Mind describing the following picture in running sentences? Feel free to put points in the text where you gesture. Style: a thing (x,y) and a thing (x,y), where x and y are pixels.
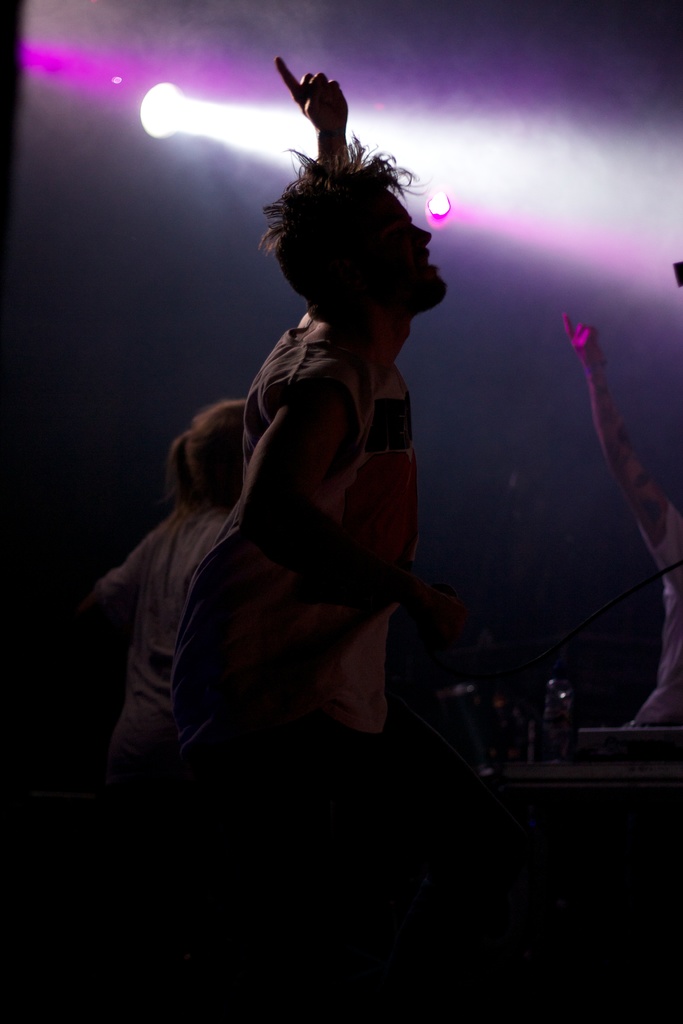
In this image, we can see a person (326,577) holding a microphone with wire (486,677) and dancing. In the background (627,552), there are few objects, people (665,553), lights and dark view (26,381).
